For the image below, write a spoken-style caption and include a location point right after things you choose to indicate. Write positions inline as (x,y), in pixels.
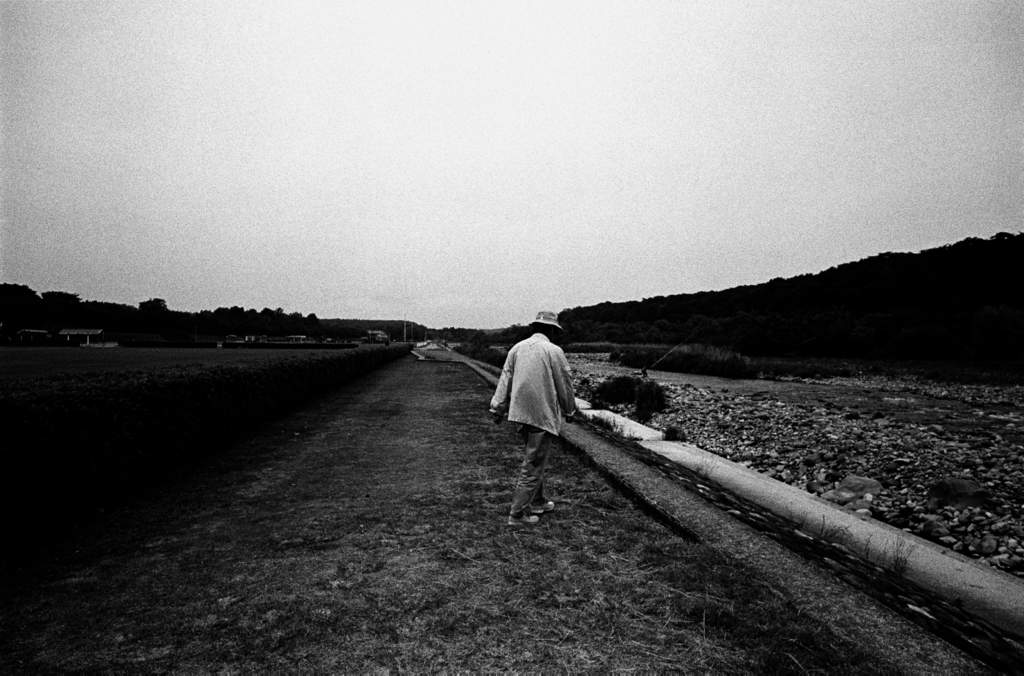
In this image, we can see a person (527,499) is walking on the grass (534,531). Here we can see plants (626,397), trees (970,353), houses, poles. Background (707,234) there is a sky (496,156).
